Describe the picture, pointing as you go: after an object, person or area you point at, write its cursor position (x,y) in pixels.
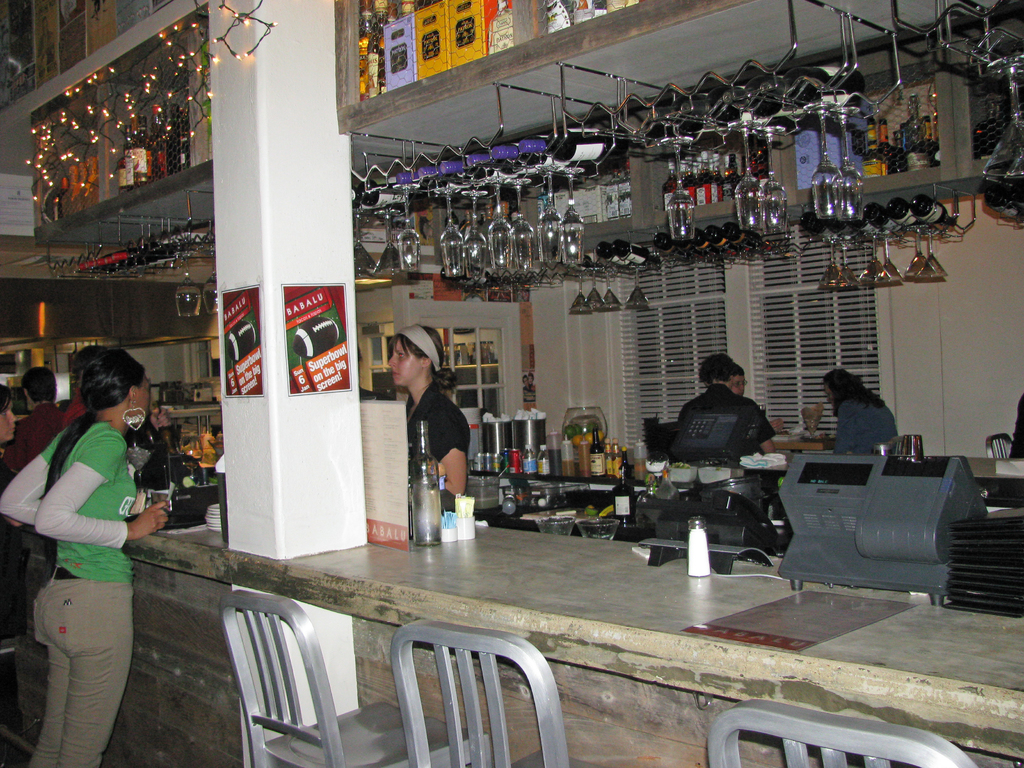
A woman (103,418) is standing at a bar counter (191,600). There are two bartenders (453,446) inside the counter (190,559). There are some bottles (559,464) on shelves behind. There are glasses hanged from the roof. There are few other people (57,407) standing.
